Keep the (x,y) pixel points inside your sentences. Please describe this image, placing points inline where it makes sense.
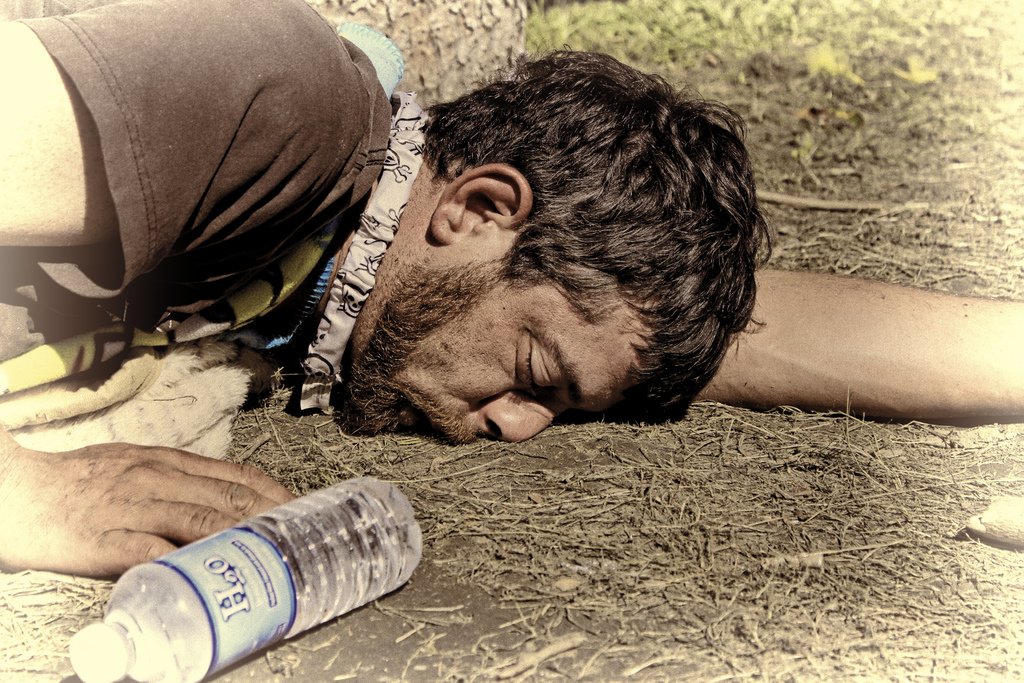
The person (160,194) wearing black shirt (173,143) slept on the ground (595,428), His nose (487,415) and lips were touched to the ground (402,452) and there is also a water bottle (266,585) on the left bottom (262,600) and there is grass (606,42) on the top right (687,23) in the background (705,19).
